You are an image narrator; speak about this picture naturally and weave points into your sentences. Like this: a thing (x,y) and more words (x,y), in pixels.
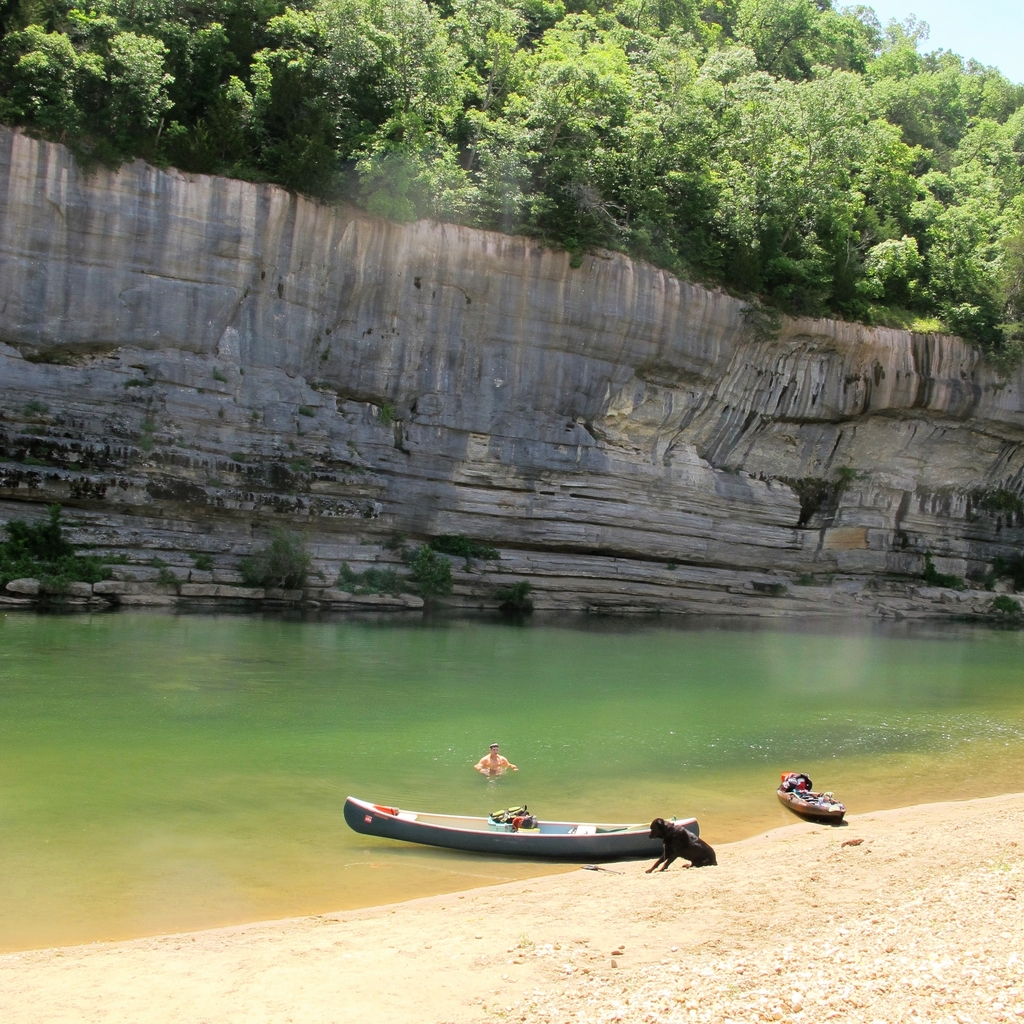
In the center of the image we can see a person (499,766) in the water (554,757). Two boats (584,826) placed in water (758,823). On the right side (714,850), we can see a dog (685,853) on the ground (821,889). In the background (489,478), we can see a mountain (178,271), a group of trees (917,118) and the sky (964,31).
